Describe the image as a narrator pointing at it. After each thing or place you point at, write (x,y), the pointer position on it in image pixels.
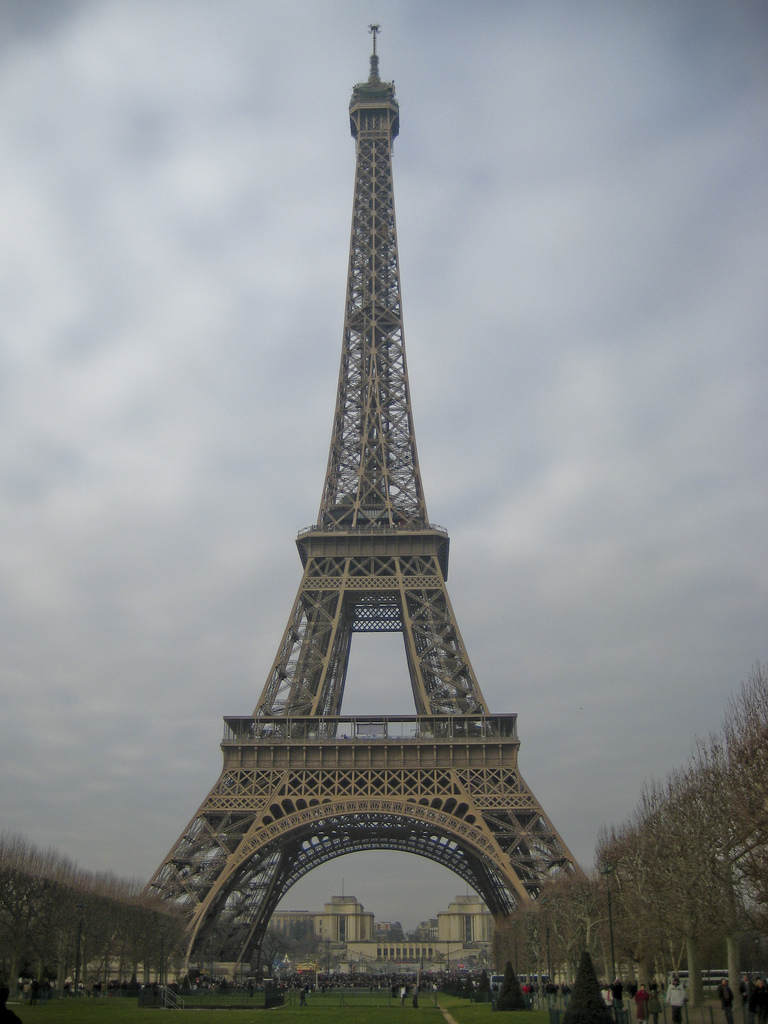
At the bottom (228,1017) we can see grass (190,1023), trees (512,965) and few persons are standing on the ground (422,990). On the left (130,934) and right side (524,941) we can see trees (27,905) and poles (548,947). In the background (374,303) we can see the Eiffel tower (373,458), buildings (387,959), trees (72,959) and clouds (319,369) in the sky (81,788).
